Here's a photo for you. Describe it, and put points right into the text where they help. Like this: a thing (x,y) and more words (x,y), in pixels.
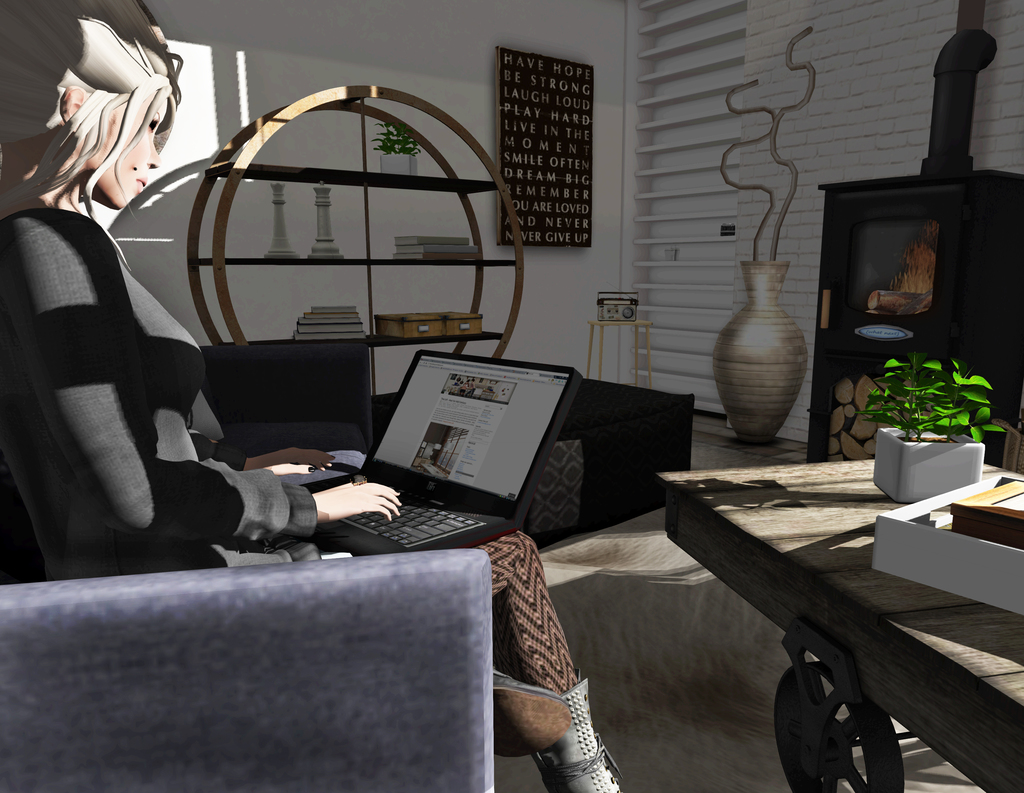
This is the animated image. I can see a person (25,168) holding the laptop (527,466). In front of her there is a table (871,474) with flower vase (882,433) and a board (543,66) attached to the wall (624,156).
